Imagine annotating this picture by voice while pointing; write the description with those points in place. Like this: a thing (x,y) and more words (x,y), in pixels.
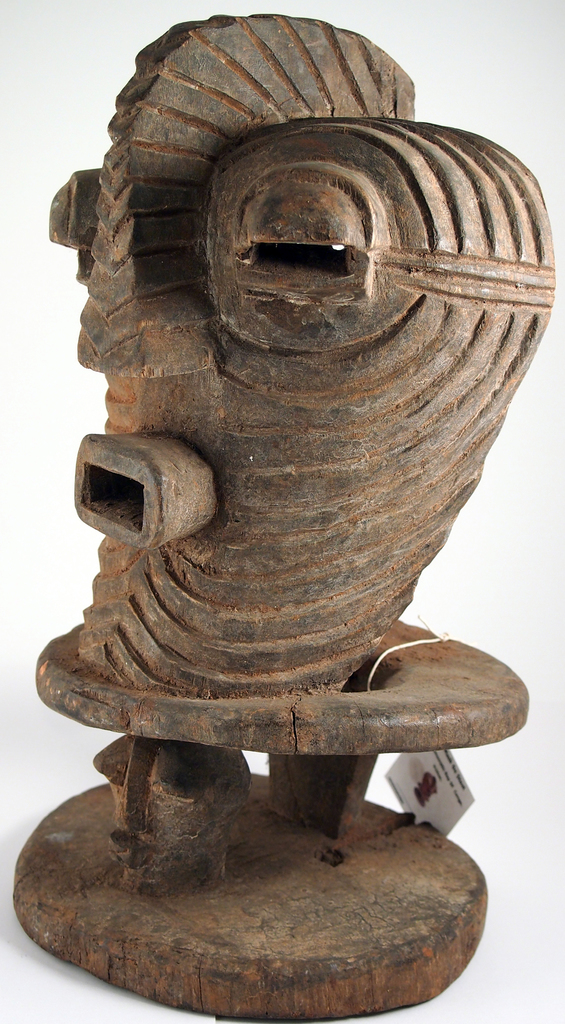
In this image we can see a sculpture (416,743), there is a card (439,799) tied to it with some text (439,773) and picture (416,791) on it, the background (389,798) is white.
